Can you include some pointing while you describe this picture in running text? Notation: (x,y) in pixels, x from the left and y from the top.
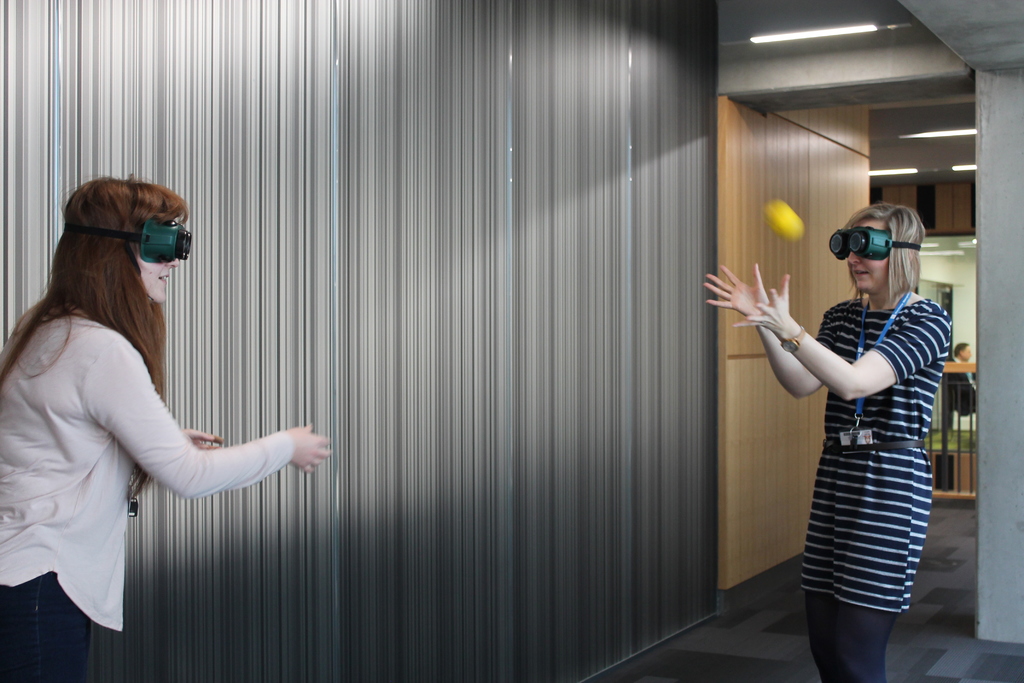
In this image two women (918,389) are wearing goggles (850,230). A ball (793,229) is in air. They are standing on the floor (812,664). There are few lights (803,32) are attached to the roof (786,46). At right side (953,392) there is a person (967,349) behind the fence (964,469).
